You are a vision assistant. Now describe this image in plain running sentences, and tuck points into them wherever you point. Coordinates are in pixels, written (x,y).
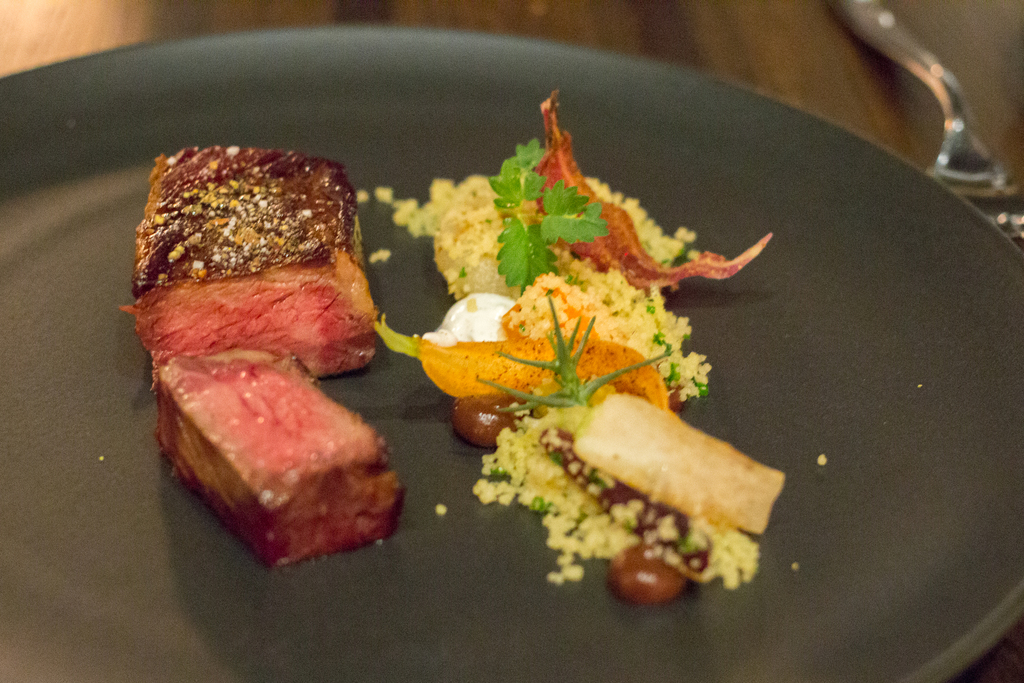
In this image we can see a plate (182,95). On the plate (194,109) there is a food item (254,348) with meat (294,290), leaves (545,266) and some other things (565,451). Also we can see a fork (940,81).
